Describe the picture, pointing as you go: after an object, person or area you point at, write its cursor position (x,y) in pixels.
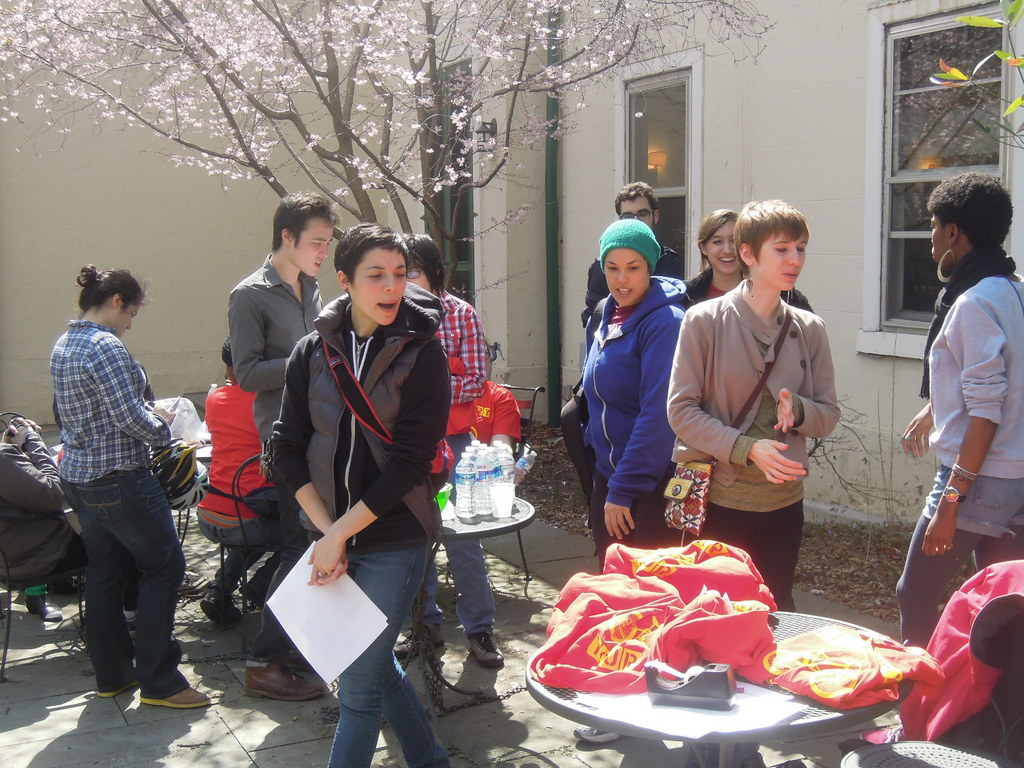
In this image we can see a few people (714,507), some of them are sitting on the chairs (239,549), one of them is holding papers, there are bottles (481,453), clothes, and an object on the tables (432,548), there is a tree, a house (501,379), windows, there is a pipe (558,393).
